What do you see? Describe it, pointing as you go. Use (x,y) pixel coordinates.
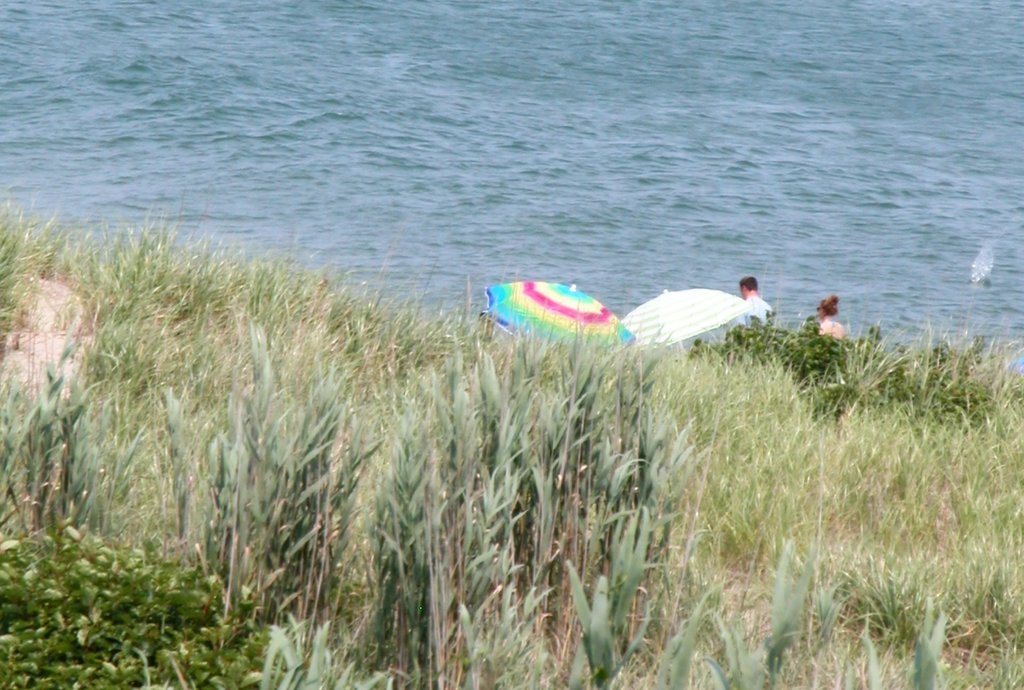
In the foreground of the image (304,501) there is a grass (587,506) and beyond it a few people (824,330) standing near two umbrellas (705,325). In the background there is water (118,91).
